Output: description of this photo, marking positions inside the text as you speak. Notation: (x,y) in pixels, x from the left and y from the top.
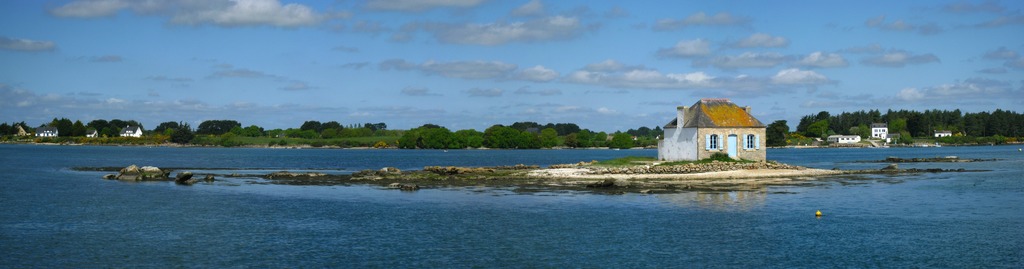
In this image I can see water (934,253), number of trees (300,128), number of buildings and here I can see yellow colour thing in water (829,215). In background (263,88) I can see clouds (190,17) and the sky (342,65).
